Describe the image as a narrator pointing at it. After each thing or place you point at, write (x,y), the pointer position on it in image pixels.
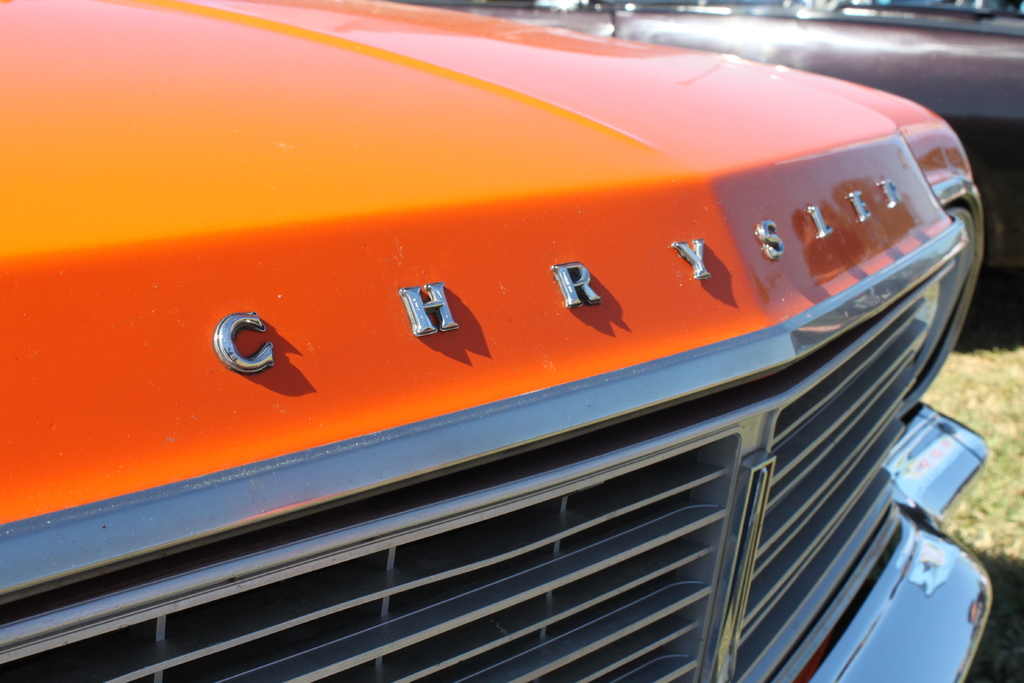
In this image in front (282,604) there are cars (914,223). At the bottom of the image (1003,464) there is grass (996,501) on the surface (991,517).
